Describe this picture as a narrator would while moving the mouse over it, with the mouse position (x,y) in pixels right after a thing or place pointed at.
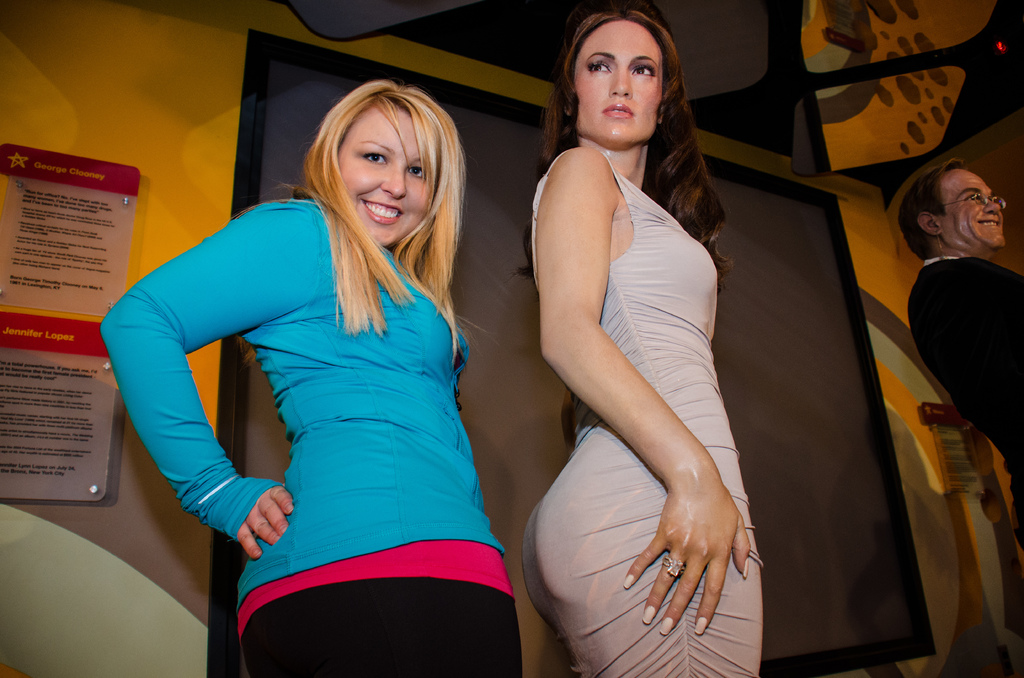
In this picture there is a woman (464,352) who is wearing blue t-shirt (317,553) and black trouser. She is a smiling, beside her there is a statue (715,561) of a woman (644,496) who is wearing grey dress (627,503) and finger ring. On the right (1018,478) I can see the statue (960,393) of a man (1022,412) who is wearing spectacles (991,201) and suit (973,368). On the left (74,459) there are posters (76,492) behind the glass (63,263), beside that there is a black cloth (280,147).
